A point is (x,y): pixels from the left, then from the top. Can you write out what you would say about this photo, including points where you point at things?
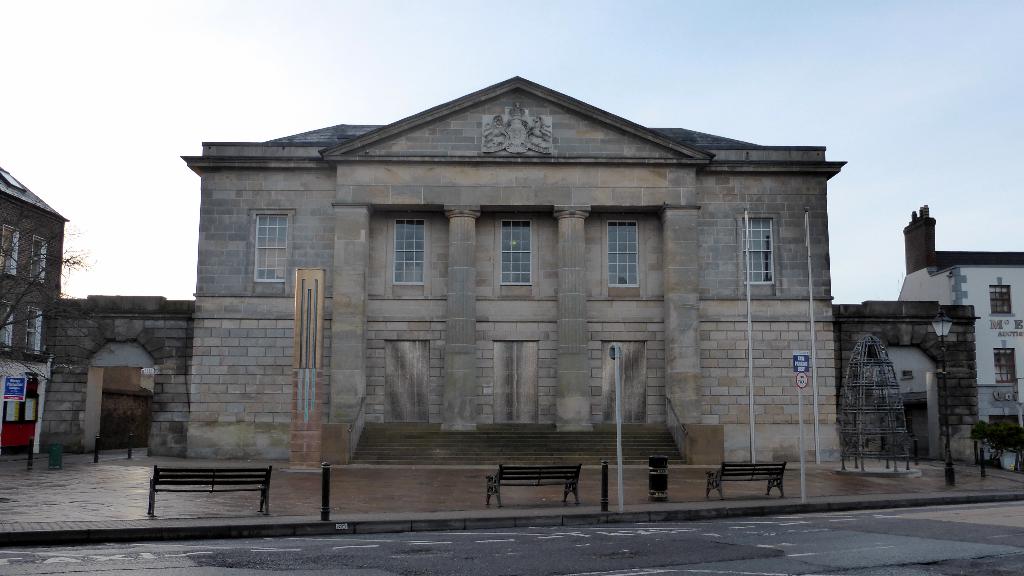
In this image we can see a building (448,408) and in front of it there is a staircase (547,429), poles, sign boards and benches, on the right side of the image (1004,414) there is a building (1004,414), object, street light (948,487) and plants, on the left side of the image (63,432) there are buildings (13,365), trees (40,258) and a board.
